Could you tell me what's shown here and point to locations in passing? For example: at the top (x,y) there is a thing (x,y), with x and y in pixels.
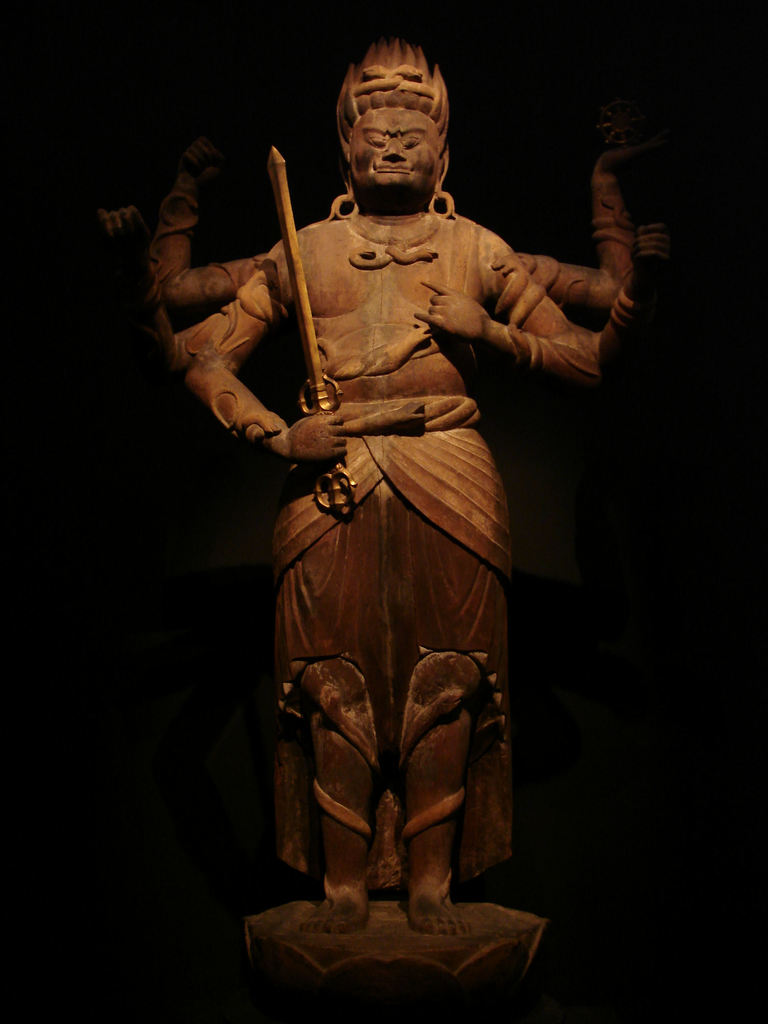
In this image we can see a statue (464,424) holding a sword (324,386) in its hand (319,433).
